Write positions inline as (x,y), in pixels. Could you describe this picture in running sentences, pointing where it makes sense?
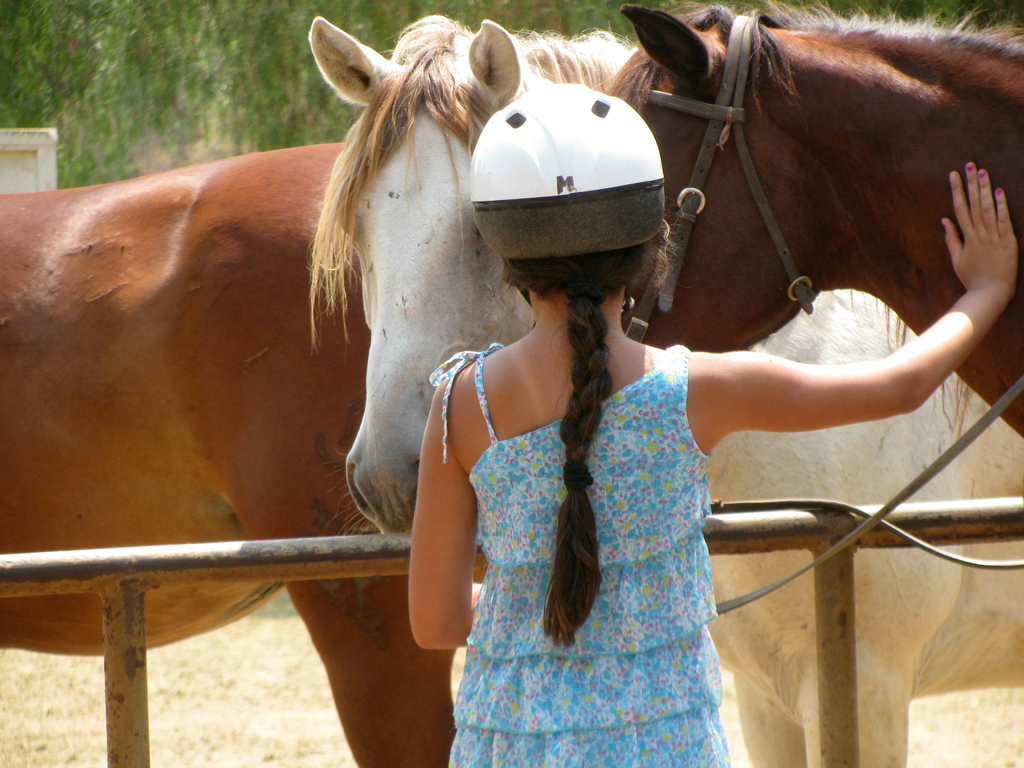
This girl (570,481) wore helmet (601,249). In-front of this girl (634,416) there are horses (423,210). Far there are trees (257,14).
